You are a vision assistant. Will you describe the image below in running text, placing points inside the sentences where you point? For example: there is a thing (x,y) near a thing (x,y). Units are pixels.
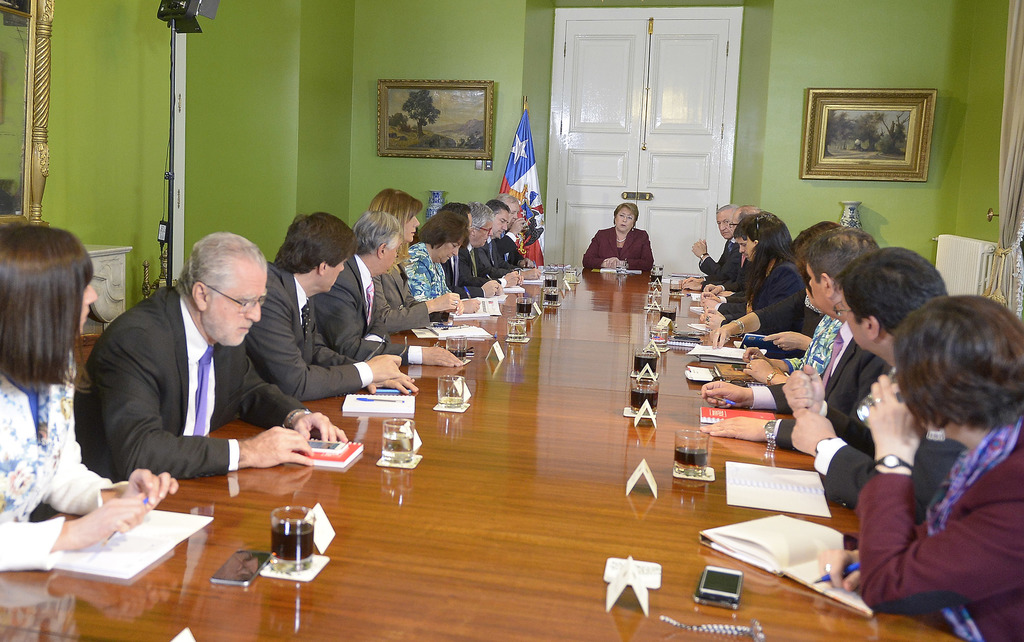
In this image i can see a group of people (299,429) sitting on chair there are few books (374,411), glasses (386,439), mobile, pen (851,566) on a table (660,507) at the back ground (603,91) i can see door (573,134), flag (533,170), frame (472,139) on a wall (449,43).
